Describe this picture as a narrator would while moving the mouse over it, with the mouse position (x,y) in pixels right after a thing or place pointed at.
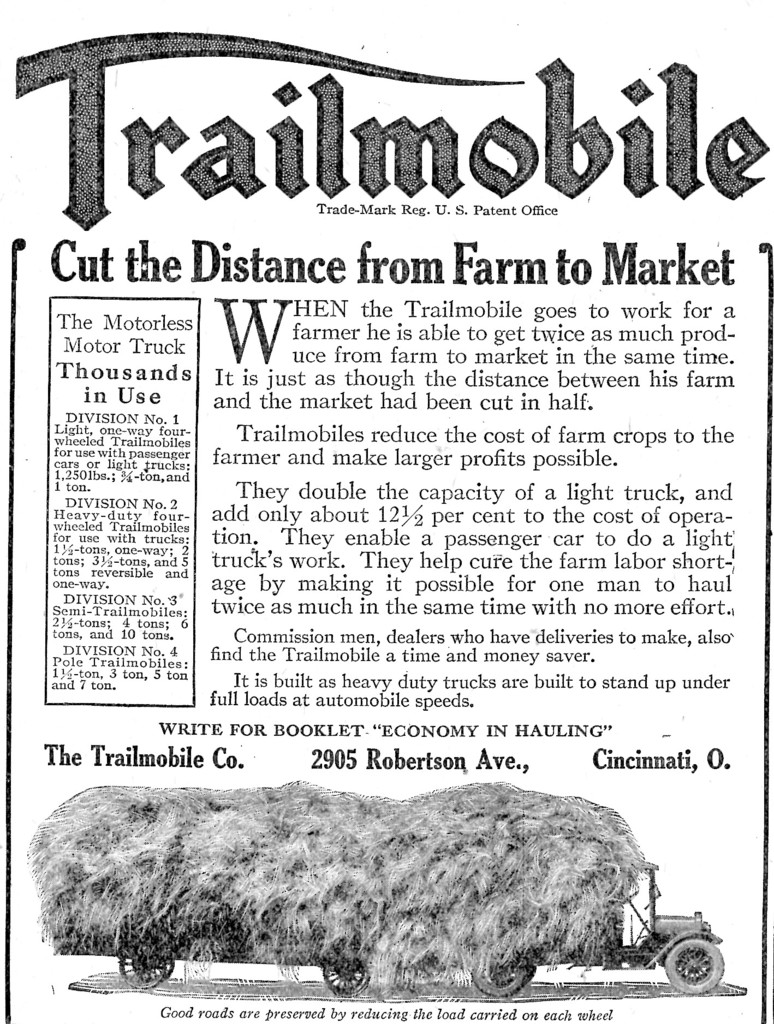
In this image I see a paper (153,75) on which there are words (98,79) and numbers (354,762) and I see a vehicle (648,955) over here on which there is grass (416,800).
